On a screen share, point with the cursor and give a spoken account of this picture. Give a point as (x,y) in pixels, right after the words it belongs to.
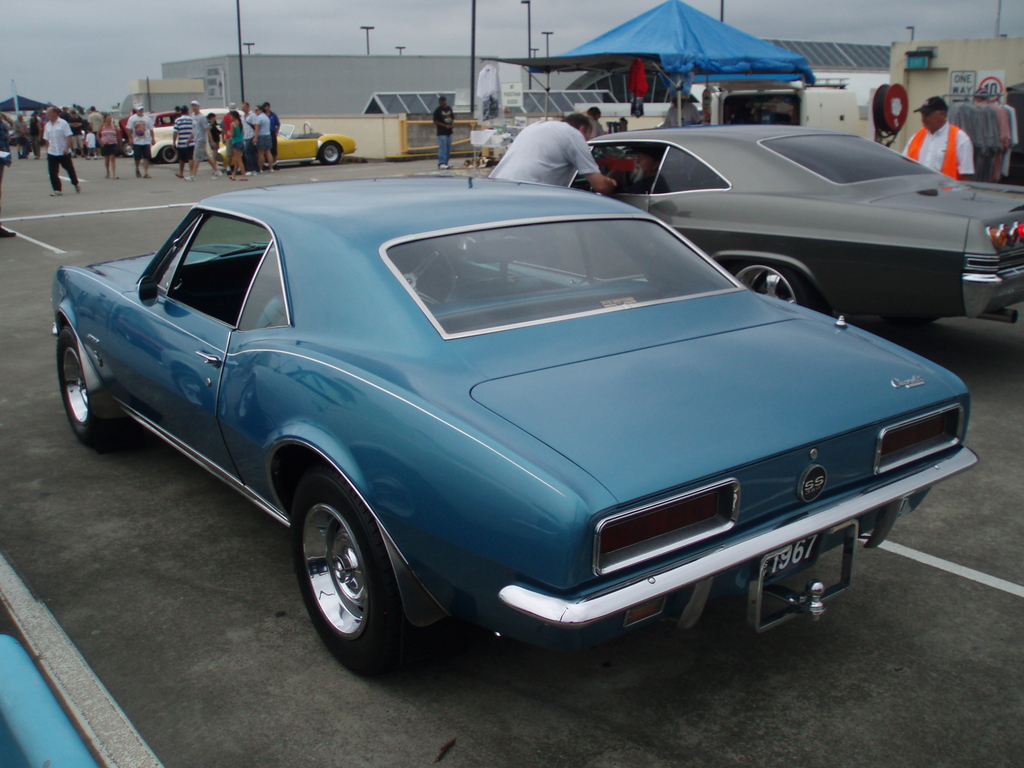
In this given picture, I can see a car (489,563) two cars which is parked and i can see two persons (582,165) and here are group of people (86,150) standing and also i can see small shed (731,49) after that multiple electrical poles (530,13).
